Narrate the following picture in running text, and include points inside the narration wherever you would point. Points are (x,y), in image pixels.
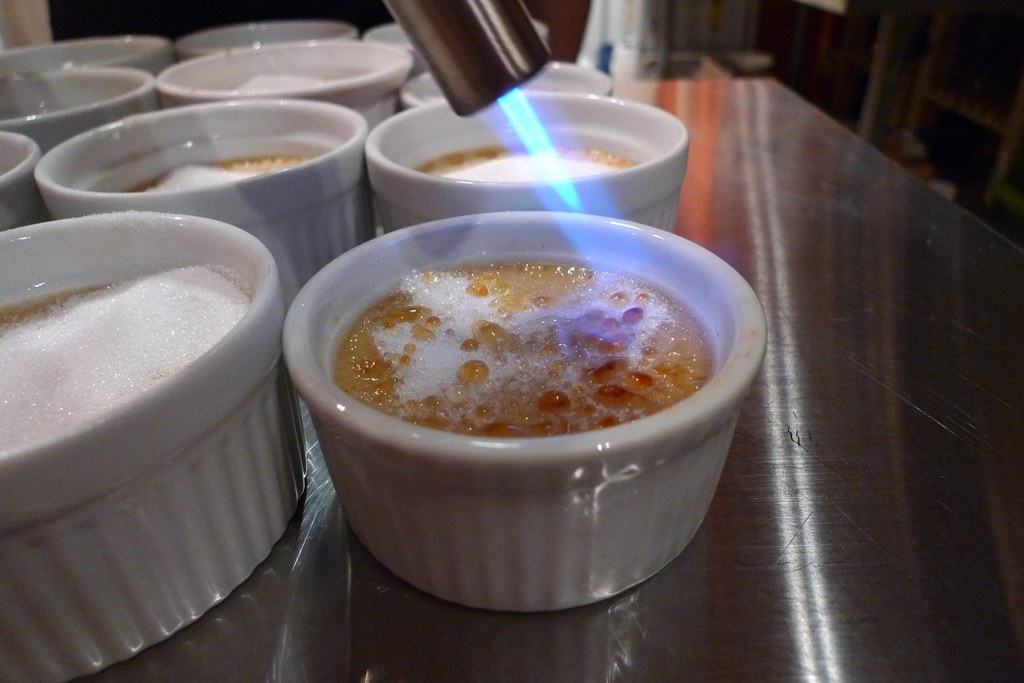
In this picture we can see a few desserts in the cups (316,94) kept on a steel kitchen platform (741,81). There is some sugar (191,329) visible in these cups (280,358). We can see a metal object (496,43) and a blue light (560,183) on top of the picture (548,179). There are a few objects (727,69) visible in the background (756,26). Background (605,35) is blurry.
